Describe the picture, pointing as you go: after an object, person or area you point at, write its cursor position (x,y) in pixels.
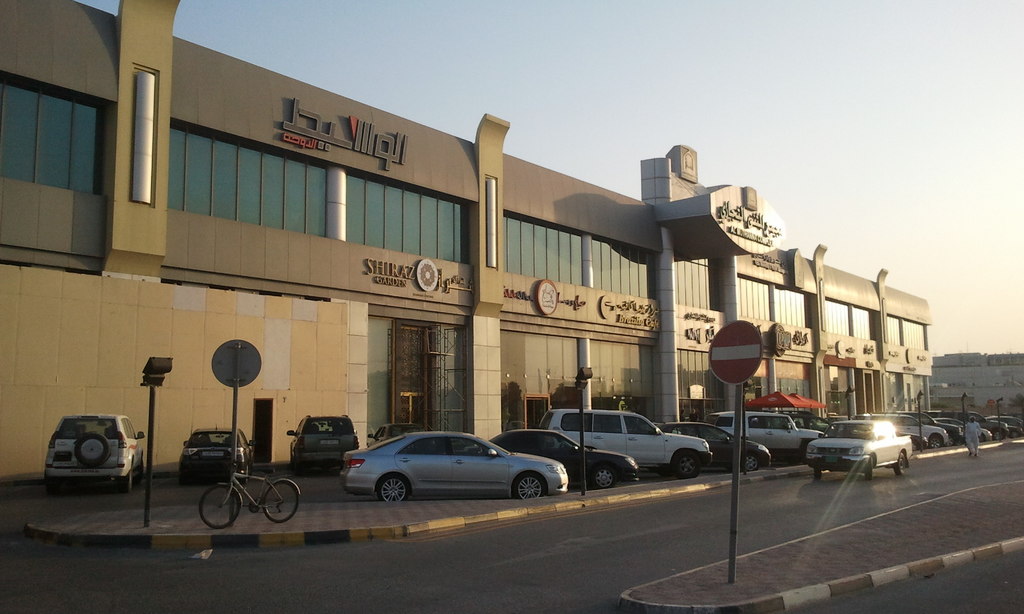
In this image we can see a store (474,424). There are many vehicles (557,414) parked. A car (868,440) is moving on the road (837,474). A person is walking on the road (828,488). There is a blue sky (793,122) in the image.
